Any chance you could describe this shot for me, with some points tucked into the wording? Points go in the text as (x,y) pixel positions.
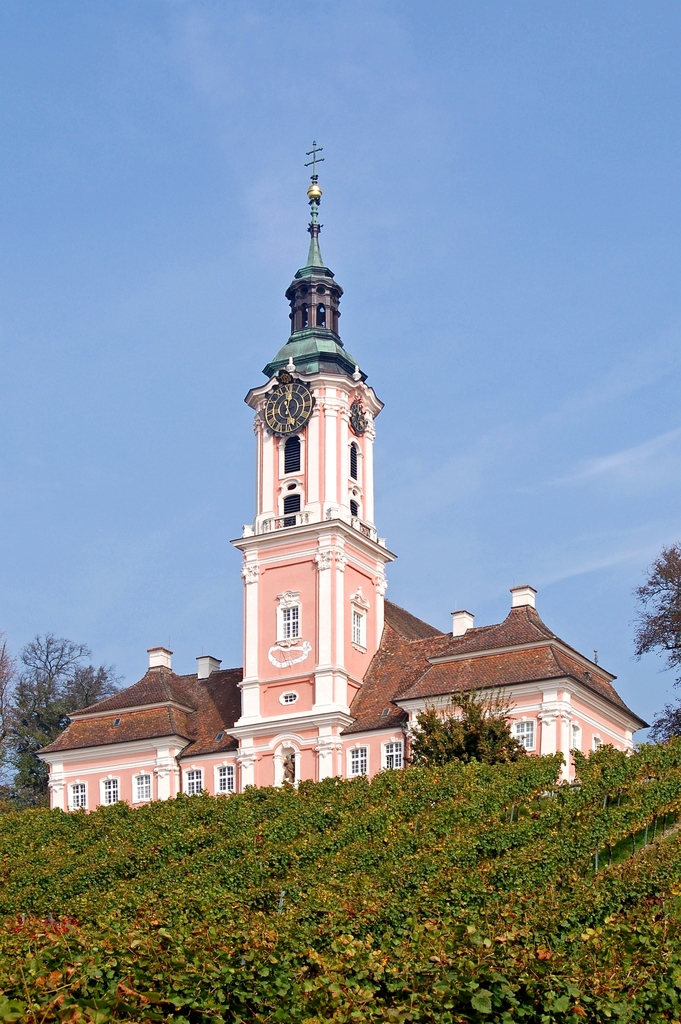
This image consists of grass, plants (365,863), building (332,719), trees (419,742) and the sky (408,512). This image is taken, maybe during a day.
